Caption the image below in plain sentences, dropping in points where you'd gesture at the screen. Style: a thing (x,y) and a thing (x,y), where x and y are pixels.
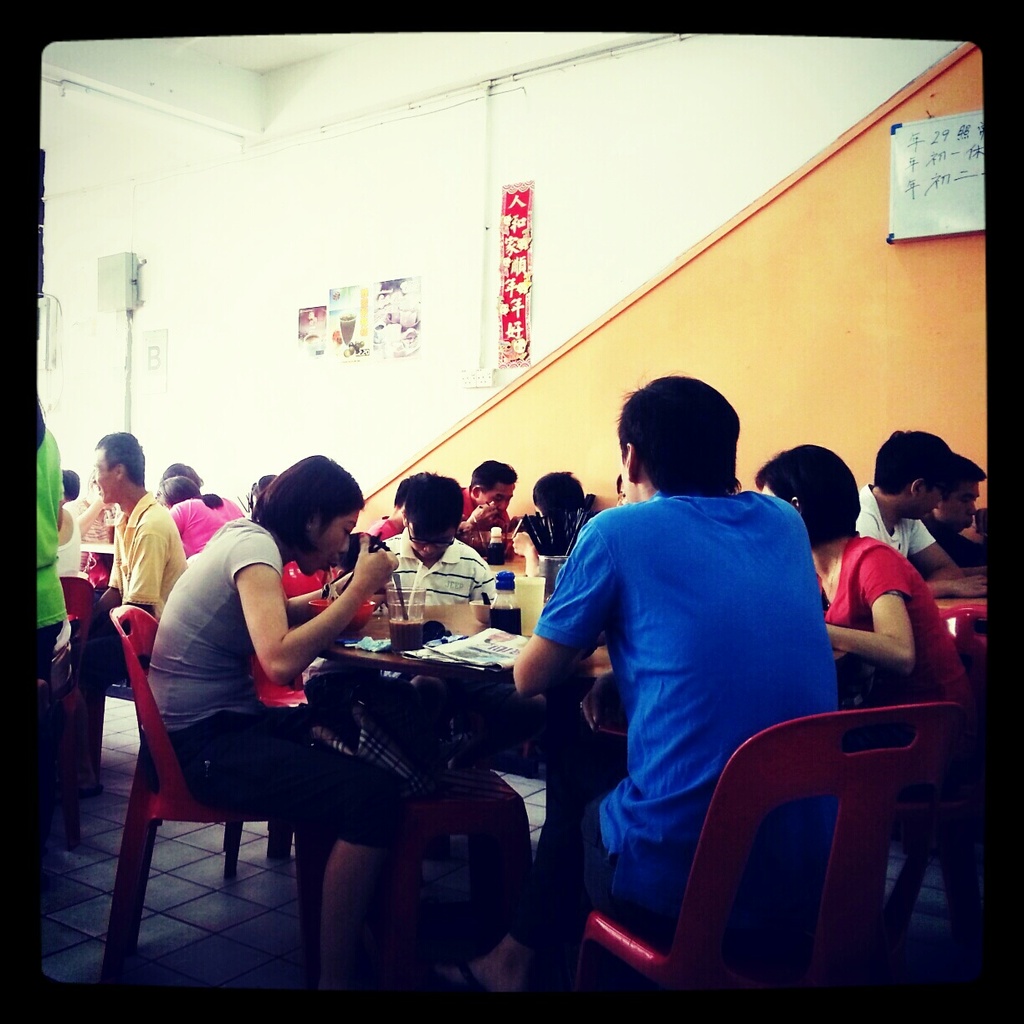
In the image in the center (674,653), we can see a few people (443,490) are sitting on the chair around the table (468,629) and they were holding some objects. On the table (417,658), we can see one cloth (360,645), glass (419,643), bottles (496,619), papers (472,643) and a few other objects (523,602). In the background (623,264) there is a wall (606,135), banner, roof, posters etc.
